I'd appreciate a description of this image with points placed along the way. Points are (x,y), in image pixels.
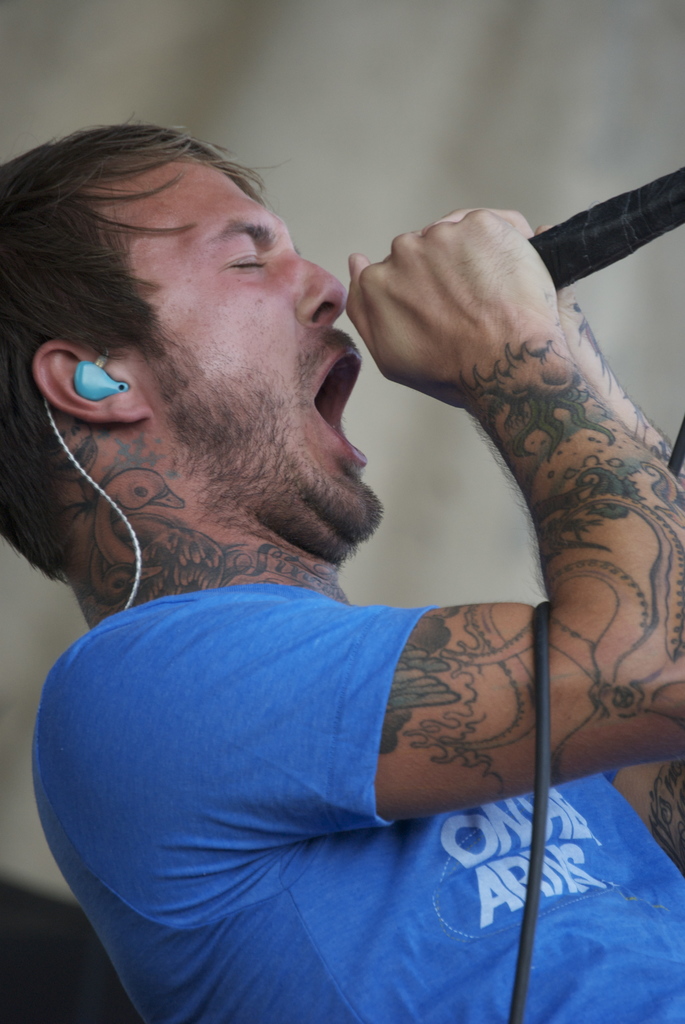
A person (387,786) is wearing a blue banyan (371,710) and he is holding a microphone (585,228) and also he is having a headset (94,387).
